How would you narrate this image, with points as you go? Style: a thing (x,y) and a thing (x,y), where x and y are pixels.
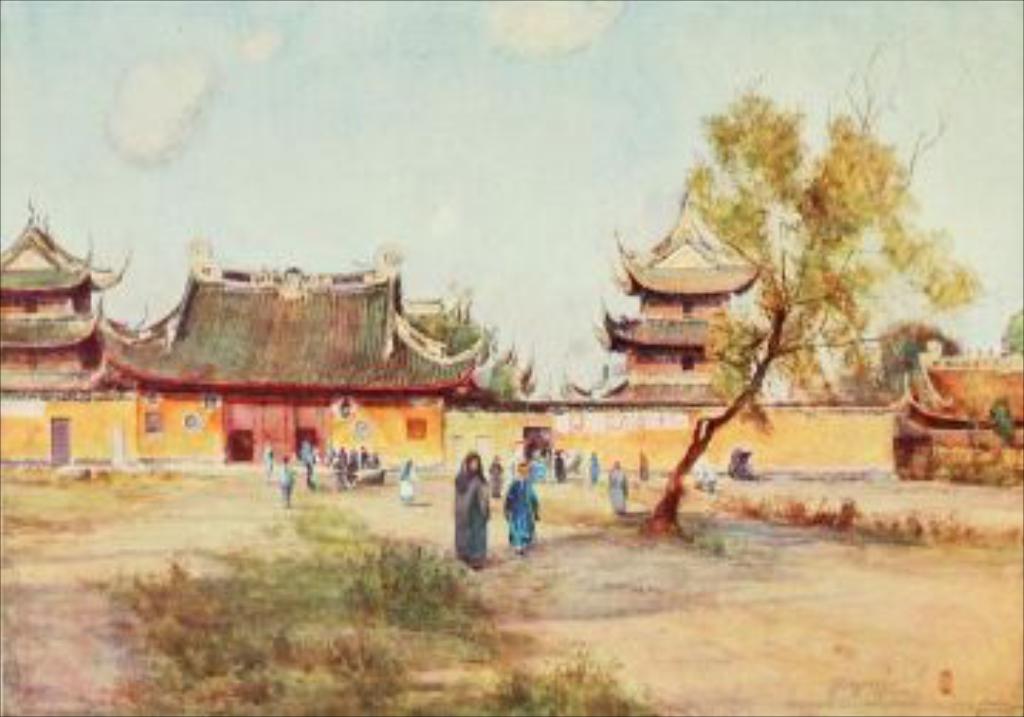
This is a painting in this image there are people (463,516) walking on a ground (735,516), there is a tree (746,383), in the background (632,351) there are houses (702,340) and the sky (531,146).
